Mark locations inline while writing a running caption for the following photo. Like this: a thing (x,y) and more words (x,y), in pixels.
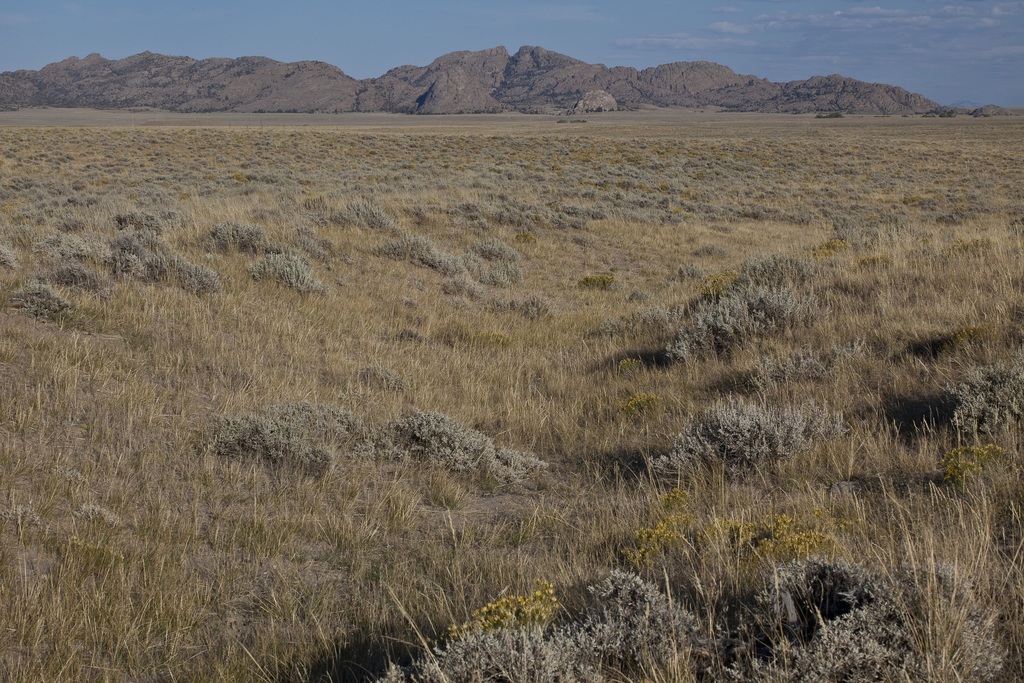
In this image I can see the grass (586,339). In the background (598,87), I can see the hills (485,81) and clouds (729,22) in the sky (865,38).
